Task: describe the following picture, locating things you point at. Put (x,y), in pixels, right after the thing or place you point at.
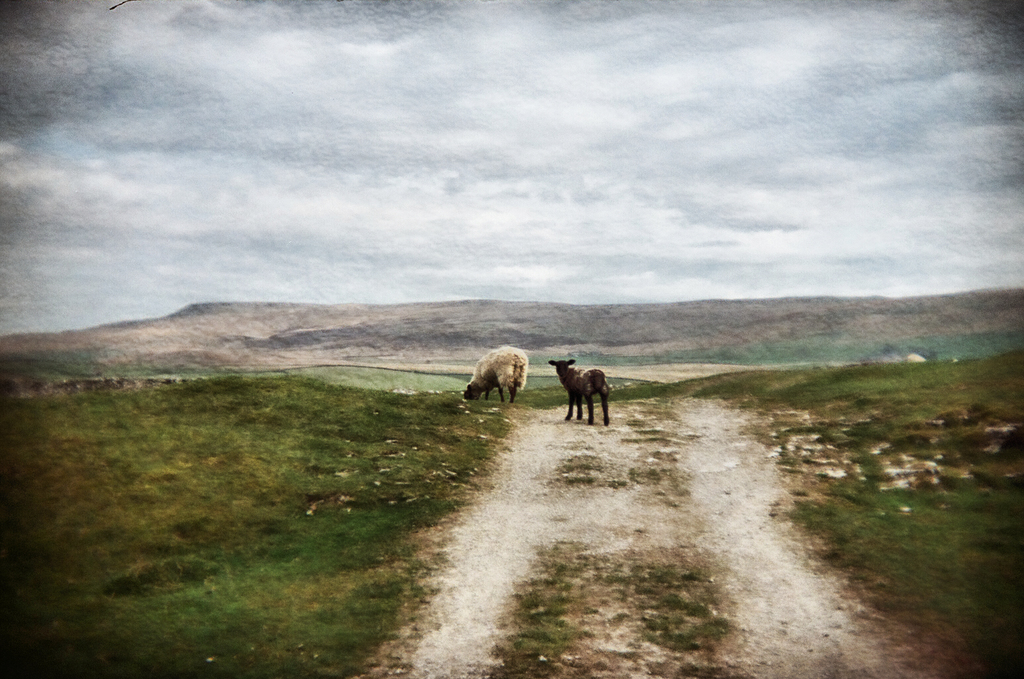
In this picture I can see couple of sheep (475,394) and I can see a sheep (510,389) grazing grass (354,425) and hill (261,361) and a cloudy Sky (583,102).
